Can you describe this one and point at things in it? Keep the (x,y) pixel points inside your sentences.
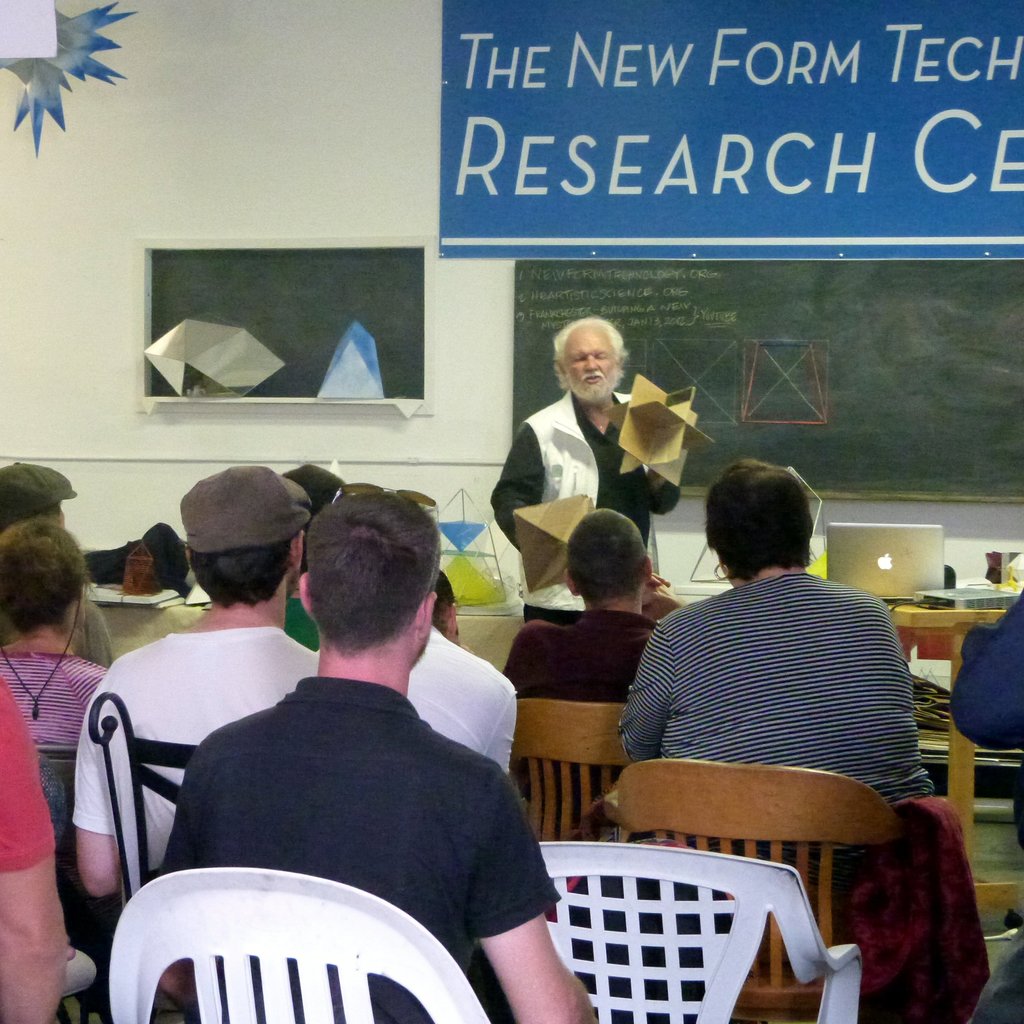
In this image i can see few people (230,857) sitting on a chair (657,947) at the back ground (588,478) i can see man (595,341) standing a board (851,292), and a wall (386,124).
